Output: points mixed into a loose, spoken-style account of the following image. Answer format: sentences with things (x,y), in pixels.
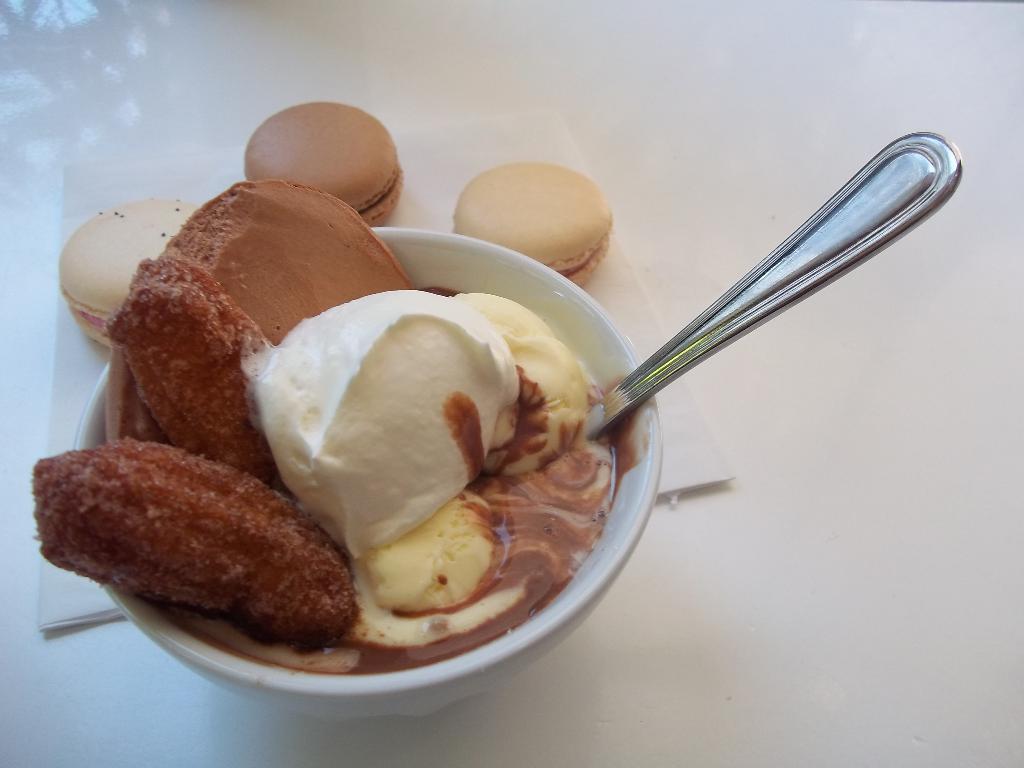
In the image on the white surface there is a bowl (284,615) with ice creams (386,386) and some other food items (208,475) in it. And also there is a spoon (654,371). Behind the bowl (625,339) there is a tissue (597,287) with macaroons (372,173).
